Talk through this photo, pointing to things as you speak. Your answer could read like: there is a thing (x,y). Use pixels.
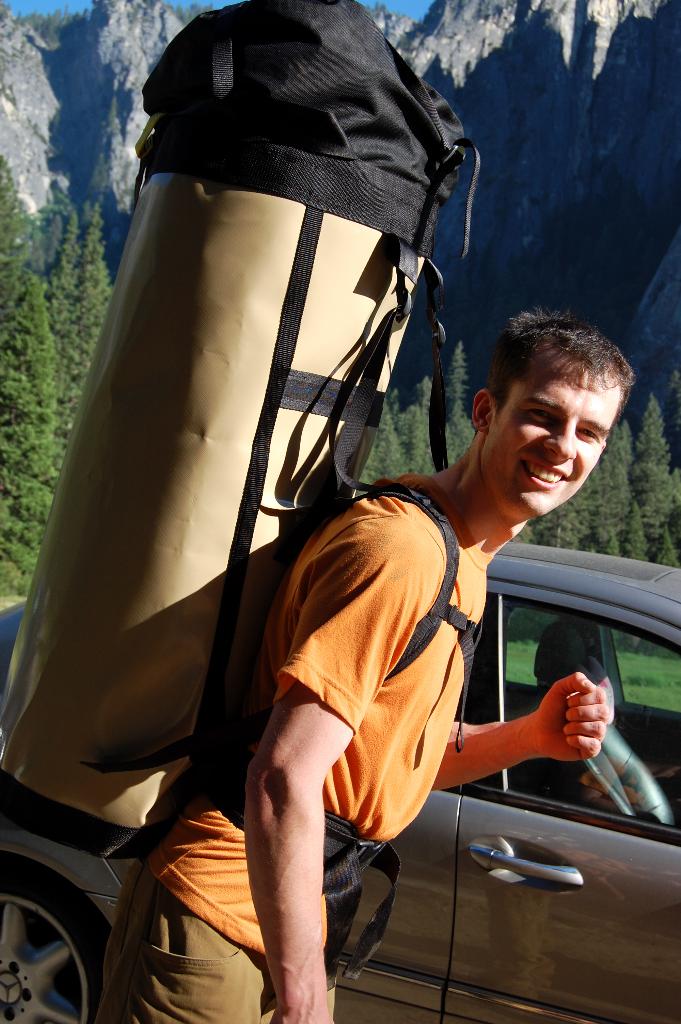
In this image I can see a person (371,690) wearing orange t shirt (371,632) and a huge bag (284,374) is standing and smiling. I can see a car (512,905) which is grey in color. In the background (613,478) I can see few trees (596,494), few mountains (457,53) and the sky (38,11).
